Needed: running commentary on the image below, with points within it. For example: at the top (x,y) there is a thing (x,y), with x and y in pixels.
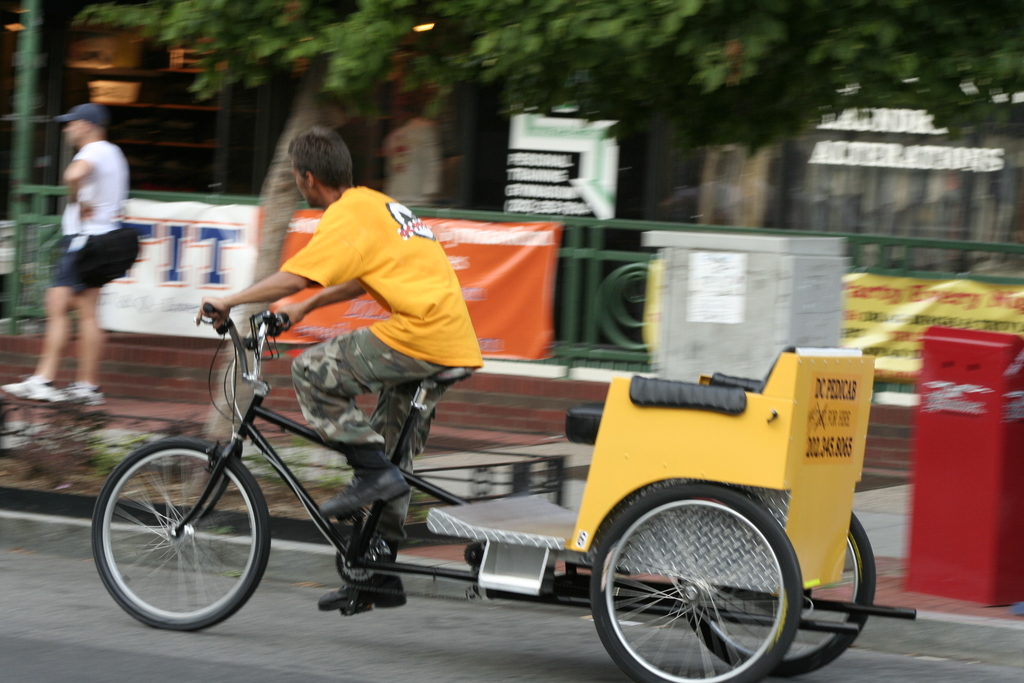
In this image, we can see a person (334,606) riding a vehicle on the road (388,637). Background (78,321) we can see the blur view. Here a person (80,301) is standing and wearing a bag (104,266). Here we can see walkway (554,448), plants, red box (967,463), banners (540,301), railing (945,241), wall (65,368), tree (819,31) and few objects (972,160).
